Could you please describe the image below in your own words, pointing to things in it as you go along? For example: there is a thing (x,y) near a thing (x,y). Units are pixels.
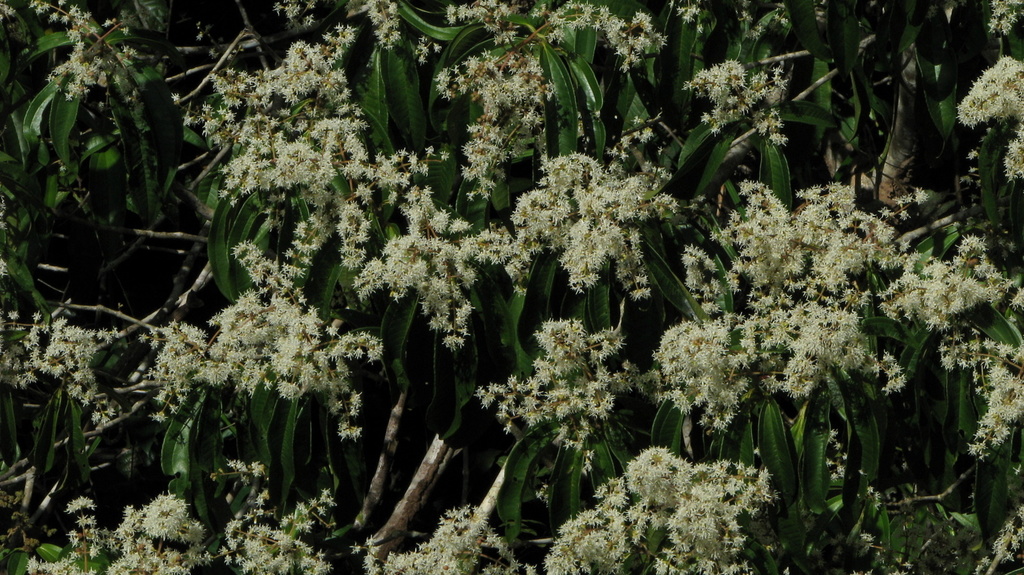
In this image I can see few trees (445,374) which are green in color and to it I can see few flowers (599,170) which are cream in color.
